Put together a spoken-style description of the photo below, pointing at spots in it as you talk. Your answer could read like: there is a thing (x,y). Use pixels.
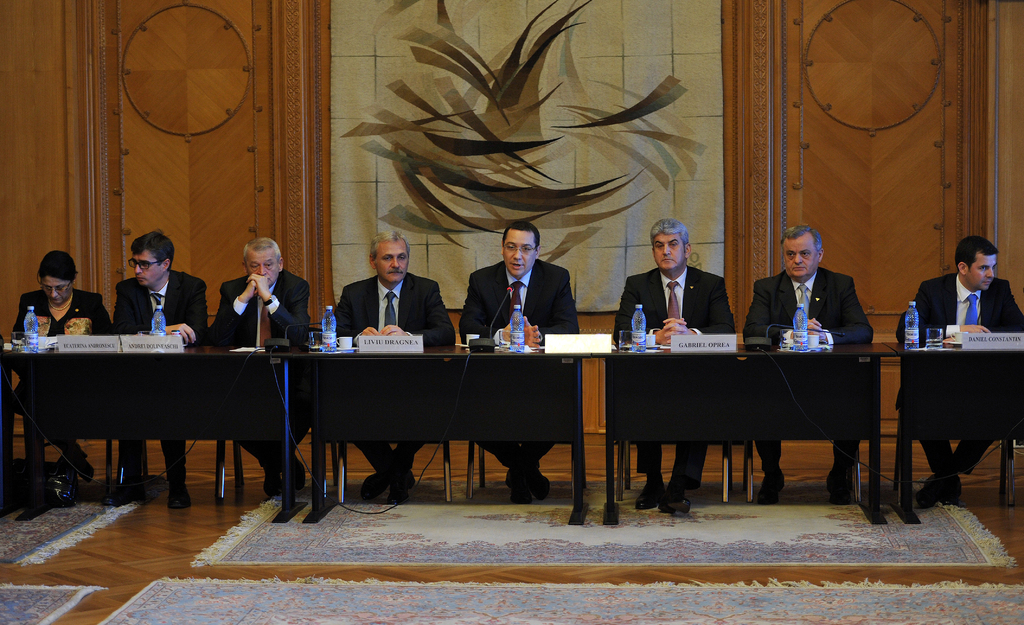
In this image eight person (545,322) are sitting on the chair (450,464). On the table (441,366) there is a bottle (331,342), cup (344,341).
